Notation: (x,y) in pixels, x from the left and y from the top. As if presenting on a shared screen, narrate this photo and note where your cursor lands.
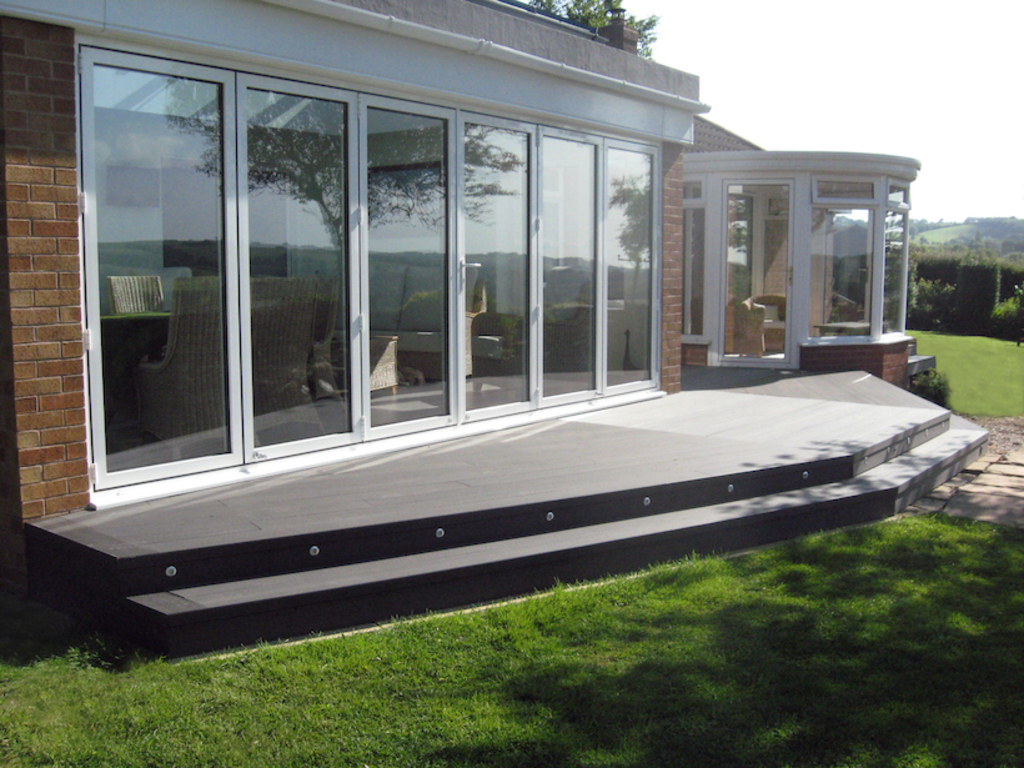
In this image, on the right side (1000,282), we can see some trees (1001,298) and plants (1001,298). On the left side (270,403), we can see a building (627,75), glass window (282,321). In the middle of the image (523,321), we can see a glass window (749,315), pillars (795,287). In the glass window (731,290), we can see some chairs (507,319). In the background (589,3), we can see some trees (607,4). At the top (933,84), we can see a sky (980,44), at the bottom (991,565), we can see a staircase (904,489) and a grass (419,649).
